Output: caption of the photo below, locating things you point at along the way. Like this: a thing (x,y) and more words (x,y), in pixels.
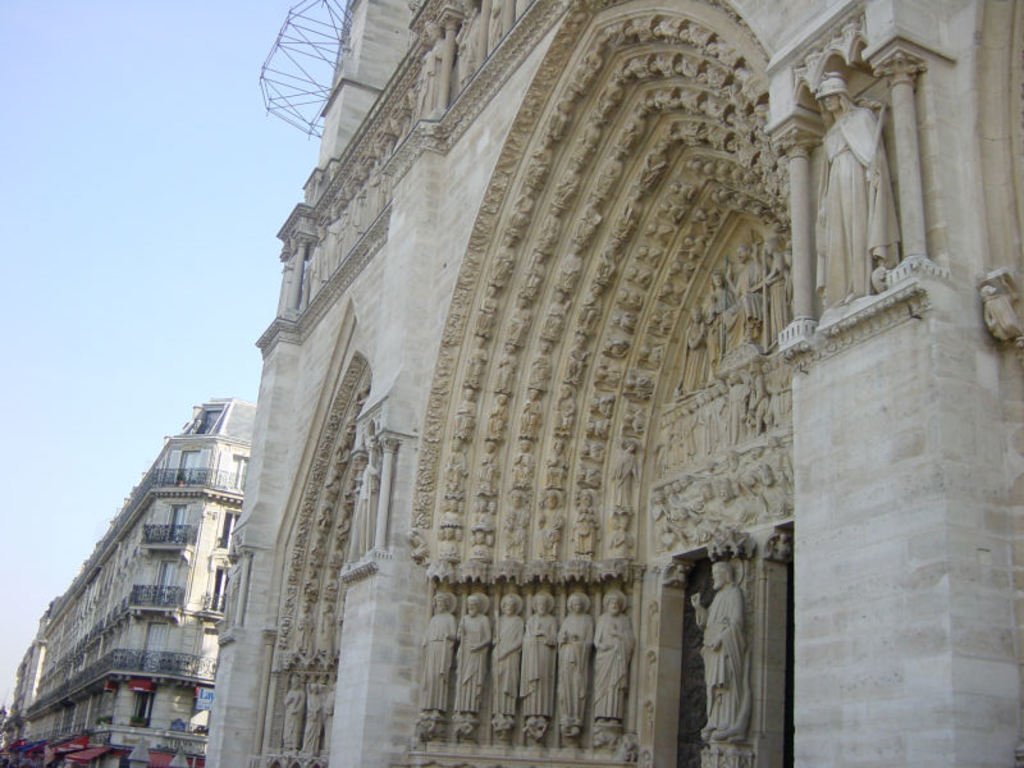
In this picture, we see two buildings (314,611) which are in white color. At the bottom of the picture (538,718), we see the statues (513,637) or idols (466,700) which are carved on the stone (388,667). On the left side (209,606), we see iron railing (76,684). In the left top of the picture (125,153), we see the sky (78,200).
